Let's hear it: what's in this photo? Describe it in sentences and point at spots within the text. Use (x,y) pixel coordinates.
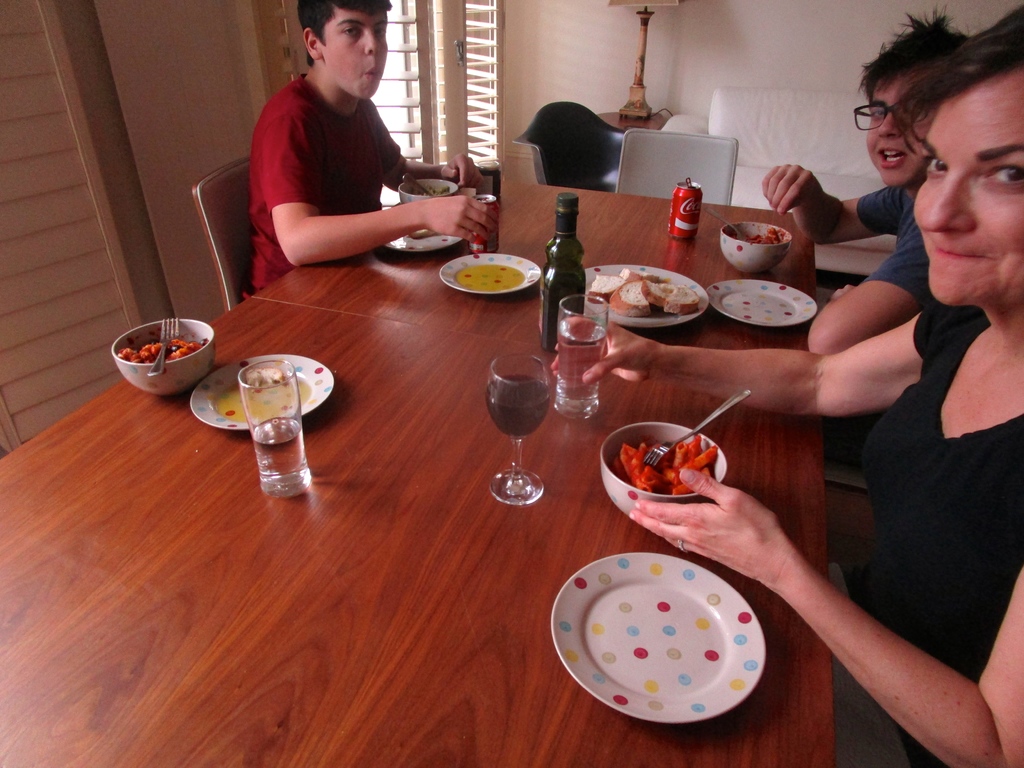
In this image there are three persons (980,333) who are sitting on chairs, in front of them there is table (115,564). On the table (536,248) there are some plates (657,566), bowls (154,383), bottle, glasses (245,394) and two coke containers (671,233). In the plates (688,276) there is some food (695,296) and in the background (629,140) there are chairs (646,149), couch (732,126), lamp (642,106), window (433,34) and wall (829,0).
